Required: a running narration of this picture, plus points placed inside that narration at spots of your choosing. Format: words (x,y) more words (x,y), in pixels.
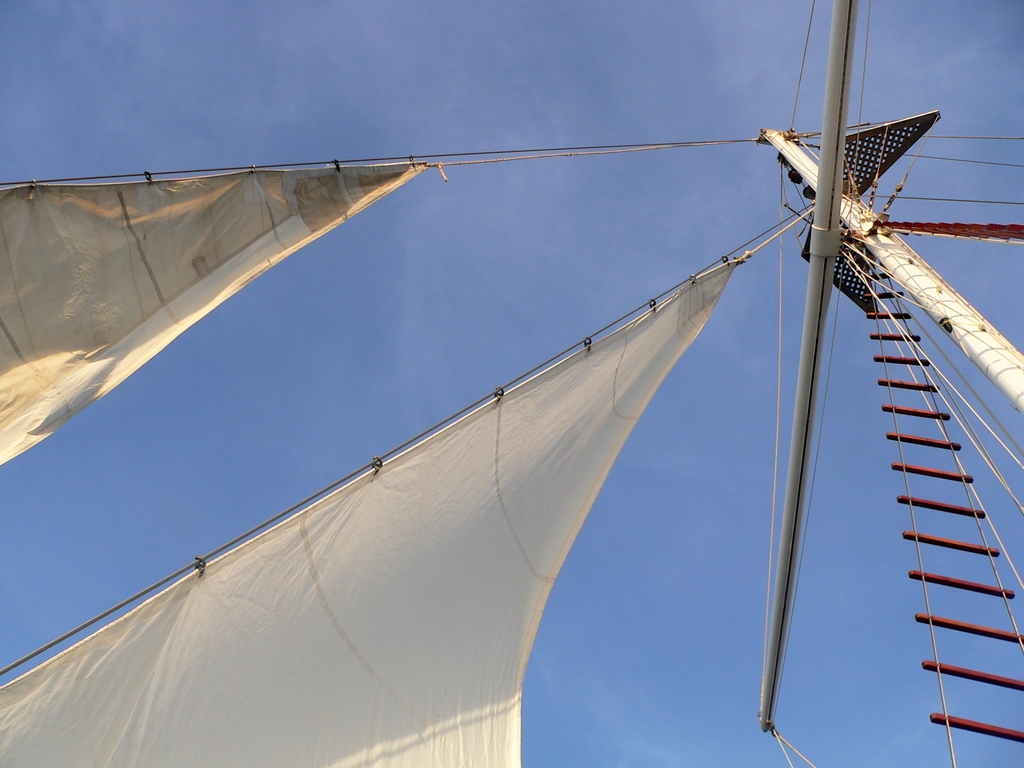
Here we can see sails (544,401), ladder (920,389) and rods (818,248). Background (506,266) there is a sky (503,196). Sky (672,266) is in blue color.
